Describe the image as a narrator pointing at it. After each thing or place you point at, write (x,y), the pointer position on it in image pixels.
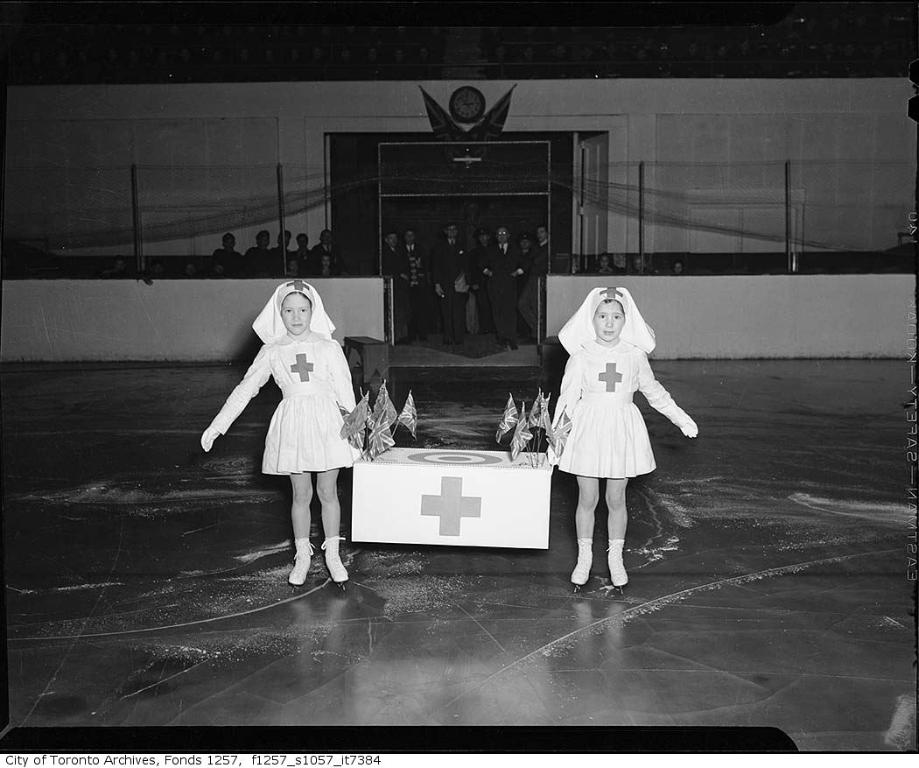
In this image there are two persons (331,465) standing and holding a box (412,454) with the flags (389,439) on it, and in the background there are iron rods (788,189), group of people (471,239) standing, flags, clock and there is a watermark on the image.
